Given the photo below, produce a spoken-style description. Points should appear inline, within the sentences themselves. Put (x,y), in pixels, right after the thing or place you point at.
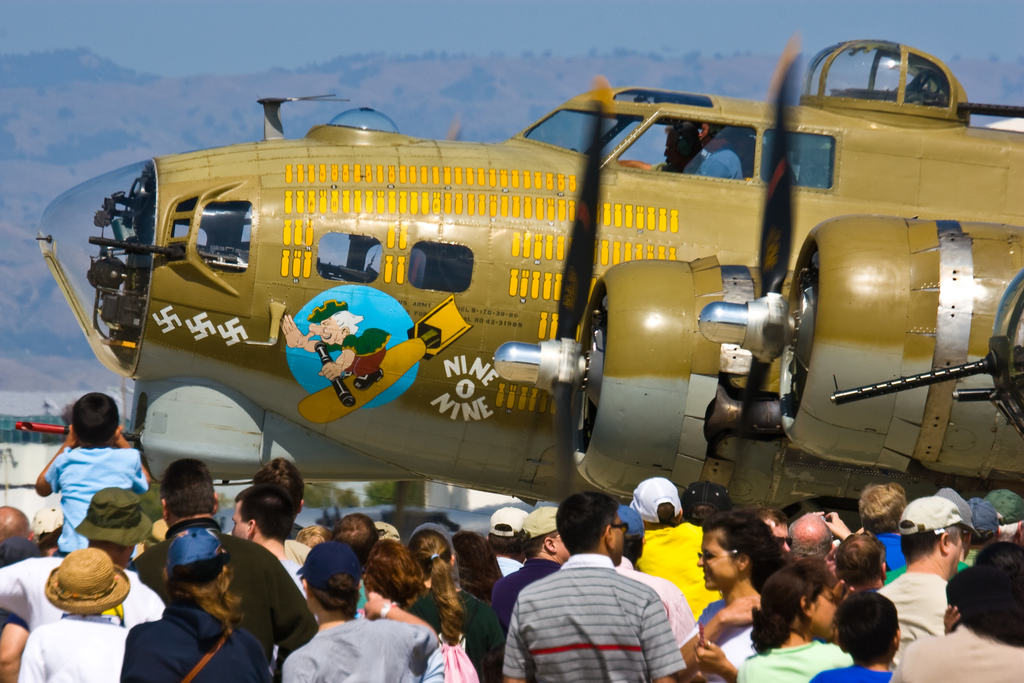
In this image we can see an aeroplane (740,351). At the bottom of the image (1008,597), we can see so many people (611,546). In the background (40,270), we can see mountains (351,93) and the sky (379,33).
